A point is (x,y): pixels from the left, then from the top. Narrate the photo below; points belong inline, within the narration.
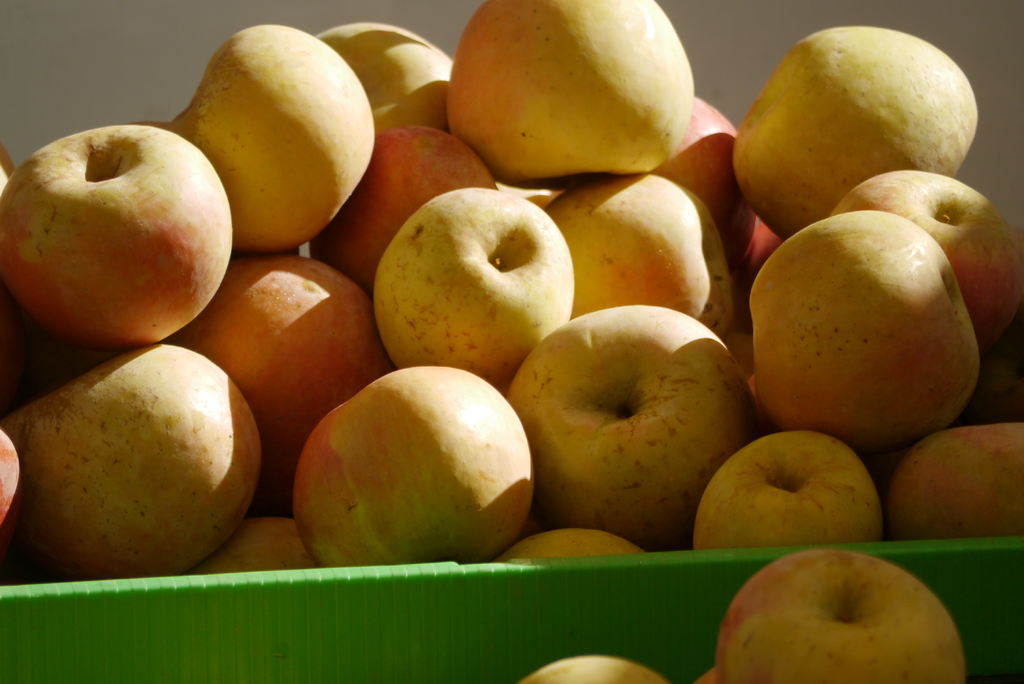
In this image we can see the apple fruits (181,351) in a plastic basket (629,575).
